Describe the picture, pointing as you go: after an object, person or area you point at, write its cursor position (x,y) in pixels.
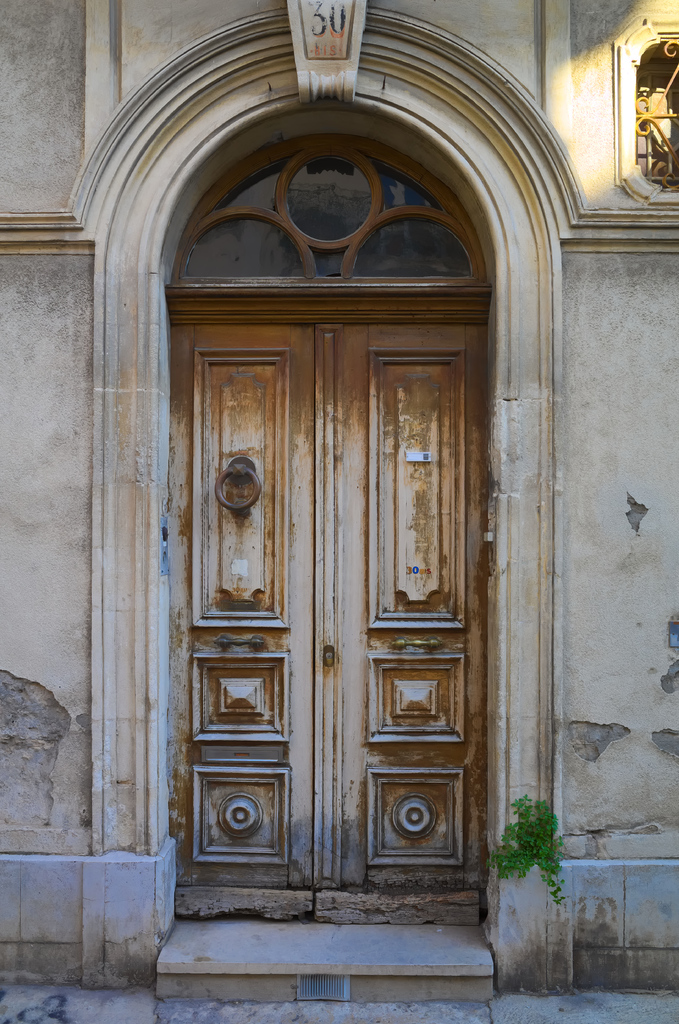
In this picture we can see door (358,766). Here we can see a green grass (509,858). On the top right corner (661,71) there is a ventilation (656,116). On the top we can see number thirty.
